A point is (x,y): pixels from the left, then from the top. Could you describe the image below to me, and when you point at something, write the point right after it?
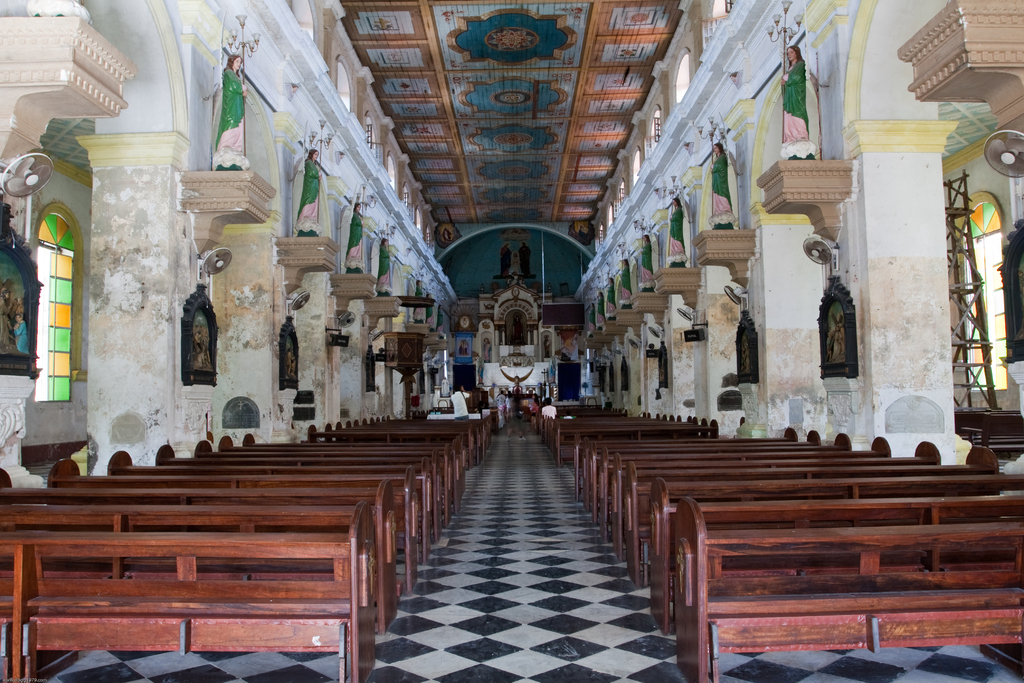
In this picture there is a way (601,559) and there are few benches (660,545), fans (337,320) attached to the wall (218,245) and a sculpture (237,121) of a person (240,104) on the wall (236,232) on either sides of it and there are few people (507,395) and some other objects (513,363) in the background (510,354).
